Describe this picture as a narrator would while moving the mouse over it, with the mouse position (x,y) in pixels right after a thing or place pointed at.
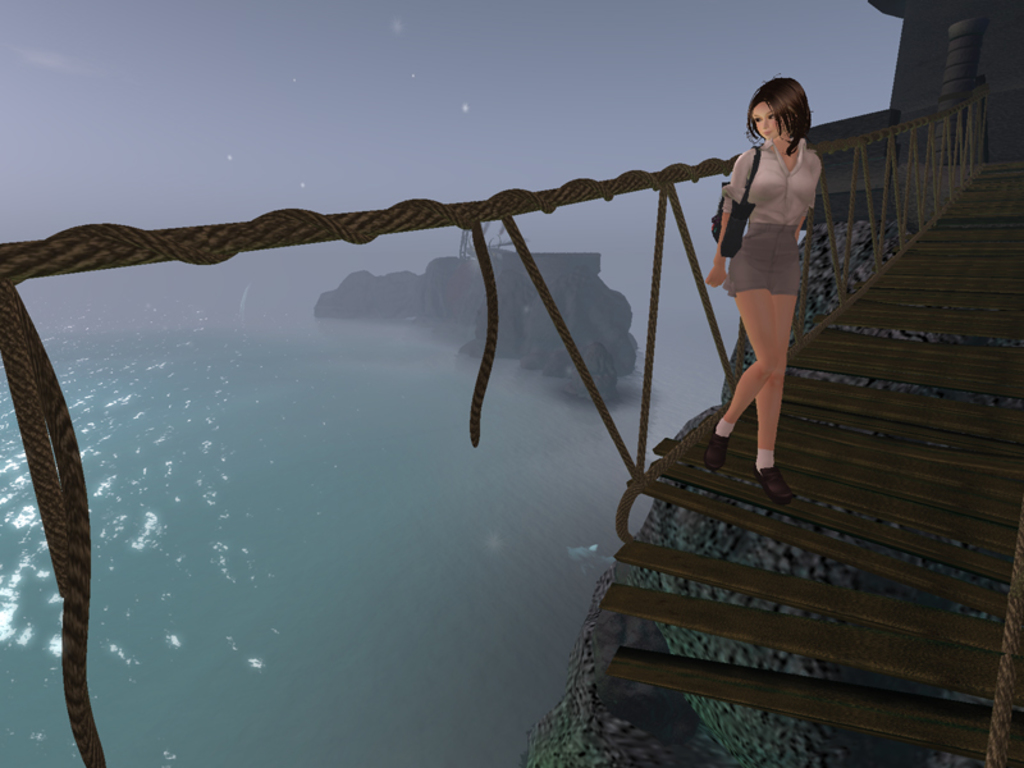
I can see this is an animated picture. There is a person (741,258) on a wooden bridge (762,572). There are rocks (372,292), there is water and also there is sky (276,158).
